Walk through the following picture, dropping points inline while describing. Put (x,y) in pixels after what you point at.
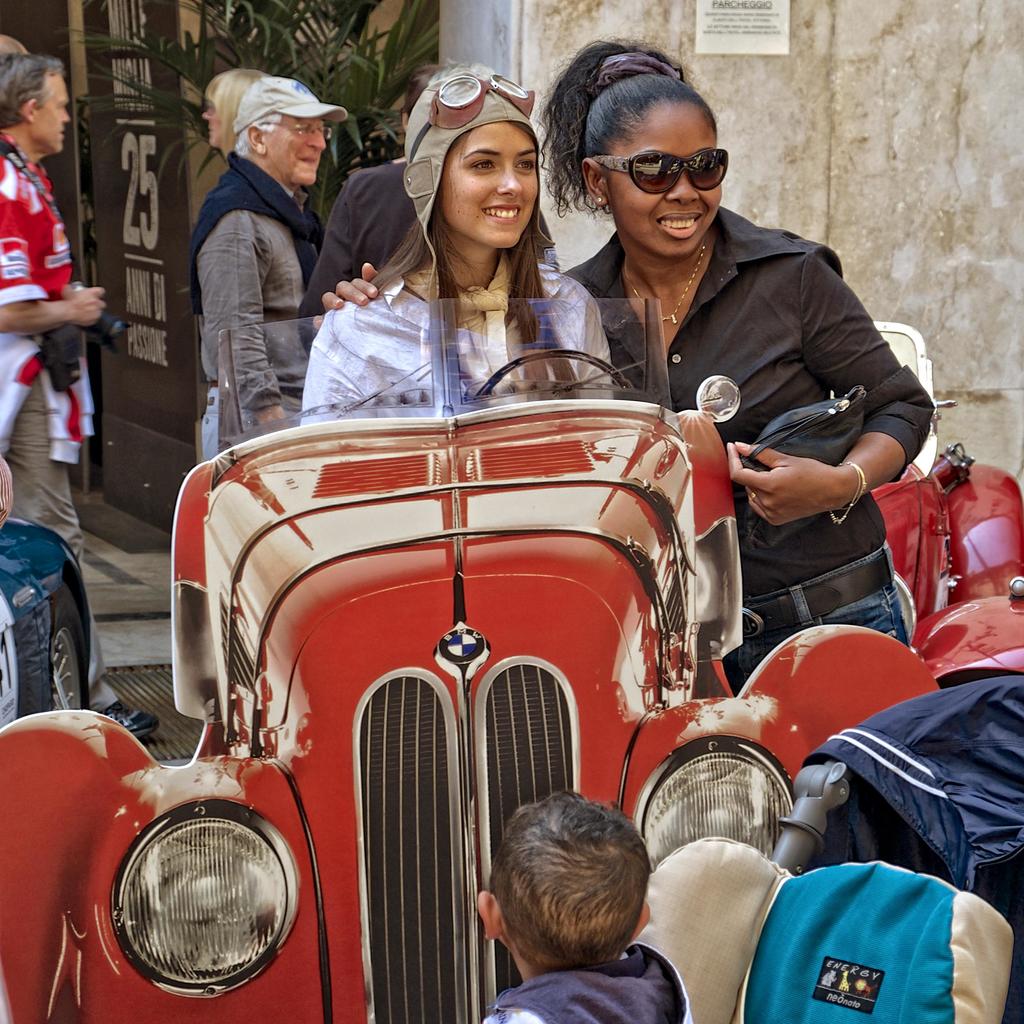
there are many people (57,216) in this image. 2 people (747,541) are standing near a vintage car (498,527). behind them there are plants (336,94).
